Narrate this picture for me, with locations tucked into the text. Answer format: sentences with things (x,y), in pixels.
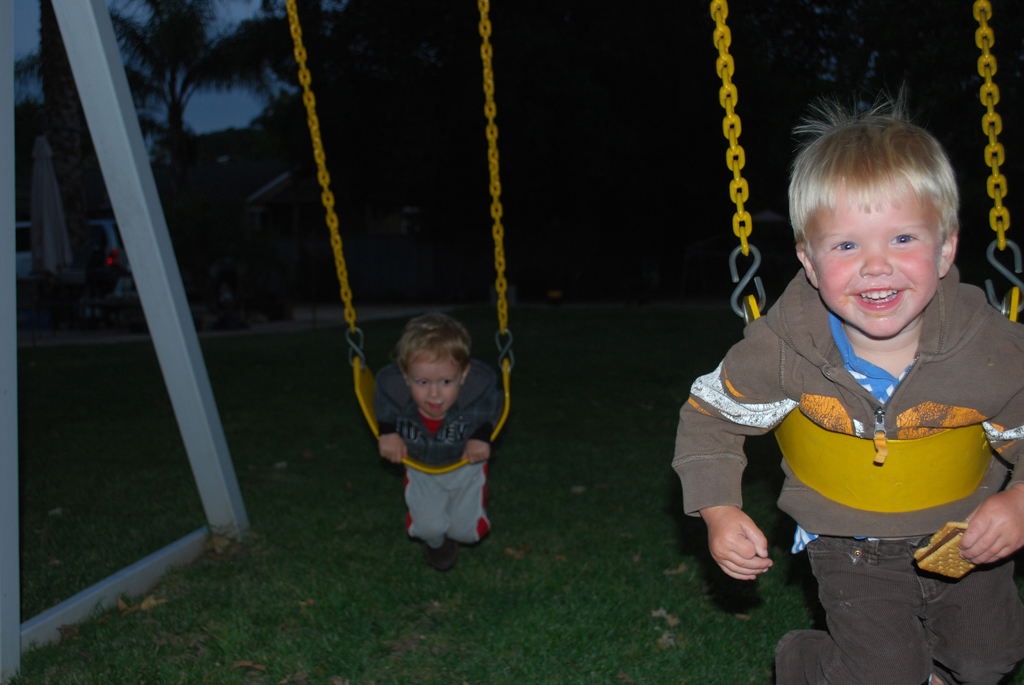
In this image I can see two children (893,395) are on the swings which are yellow in color. I can see some grass (423,607) on the ground (396,610), a vehicle (105,244), few trees (348,133) and the sky (223,92) in the background (163,78).
